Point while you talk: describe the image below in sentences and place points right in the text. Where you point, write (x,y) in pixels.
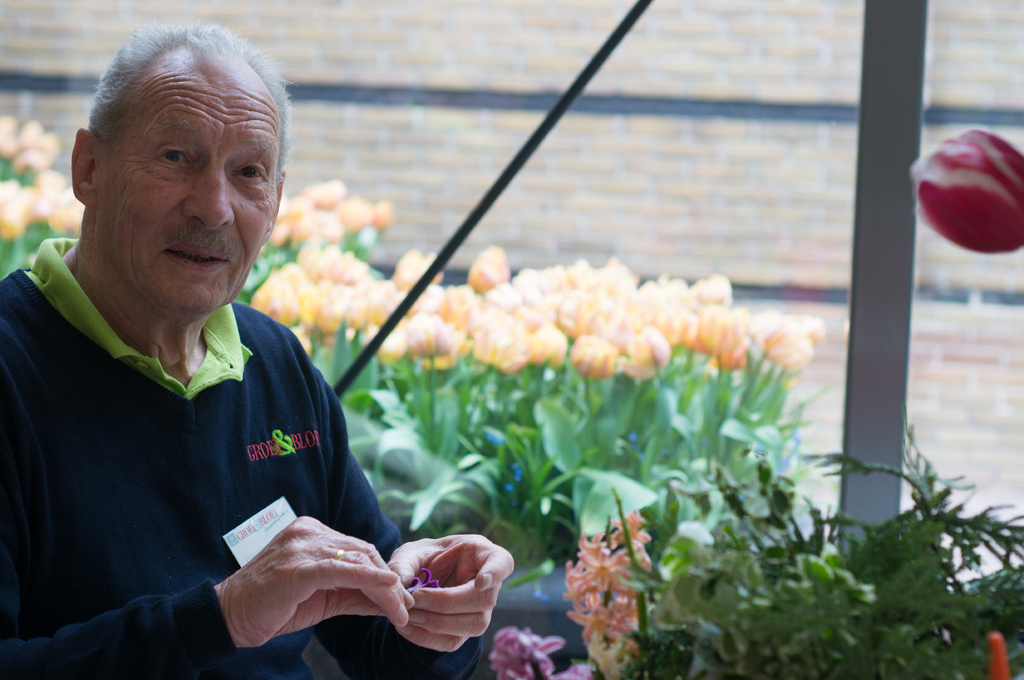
In the bottom left corner of the image (139,636) a person (299,445) is standing and holding a flower (419,570). Behind him there are some plants (706,398) and flowers (716,338). In the top right corner of the image (919,39) there is a pole (879,372). Background of the image (501,76) is blur.
